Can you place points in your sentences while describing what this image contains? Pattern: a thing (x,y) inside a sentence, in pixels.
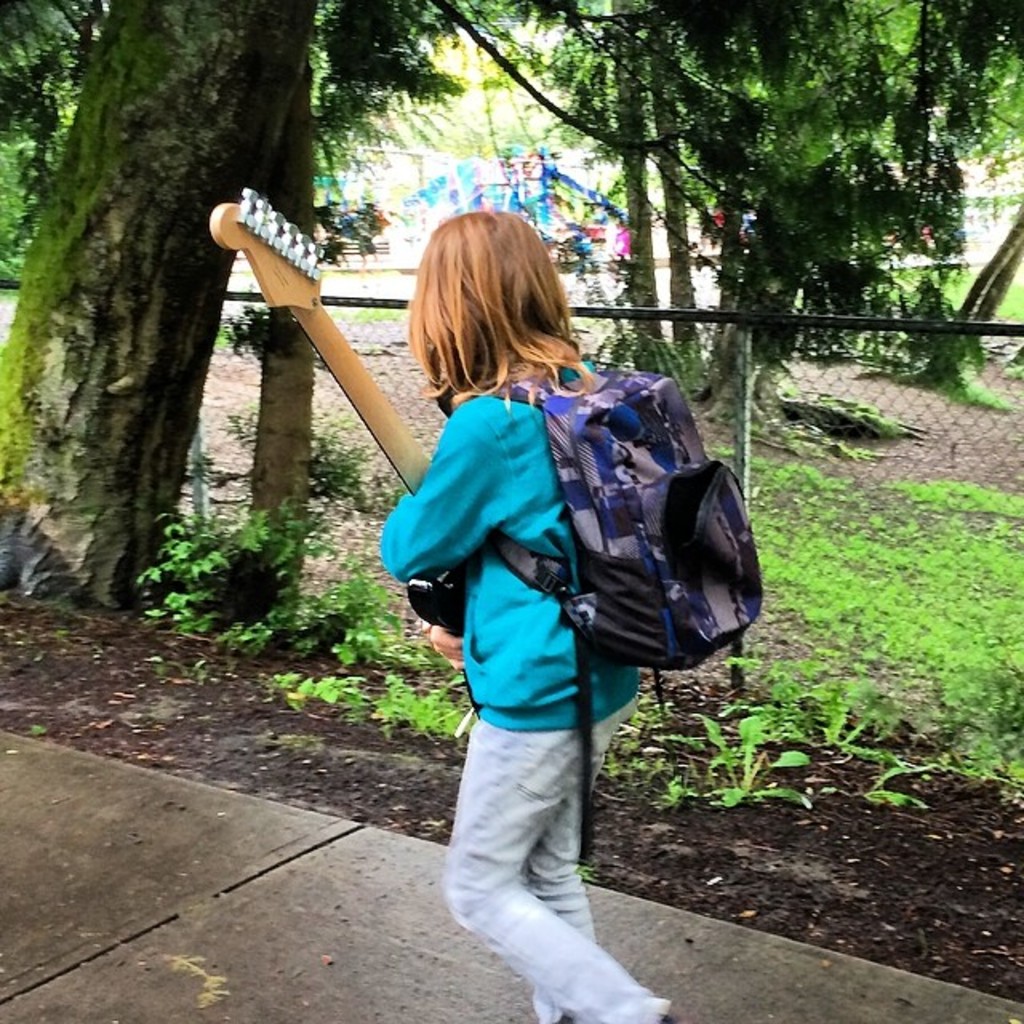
In this image we can see this person (449,479) wearing a blue sweater (487,593) and a backpack (599,590) is holding a guitar (445,580) in her hands (453,638) and walking on the road (480,940). In the background (151,413), we can see the fence (912,456), trees (148,402), grass (1016,555) and children (752,212) playing in the play area (563,240).
